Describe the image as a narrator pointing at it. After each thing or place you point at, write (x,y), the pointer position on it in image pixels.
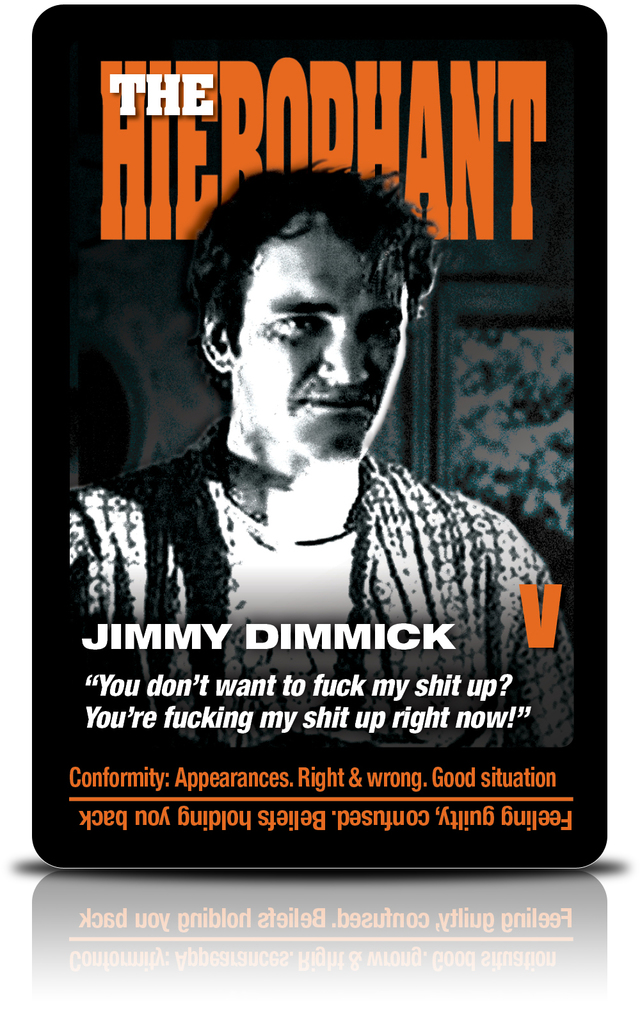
In this picture there is an image (279,430) of a person (266,456) and there is something written above and below the image.
